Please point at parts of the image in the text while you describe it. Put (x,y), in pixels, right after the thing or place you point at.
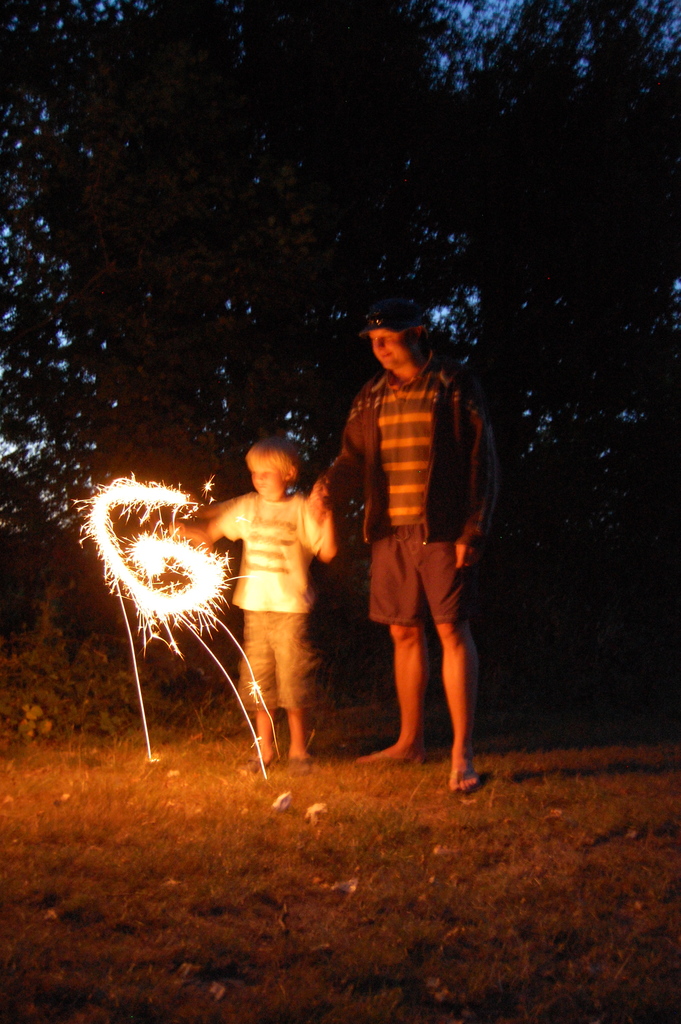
This picture might be taken from outside of the city. In this image, we can see a man (445,450) and a boy (277,476). The boy (269,478) is holding a firecracker (198,576) in his hand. In the background (331,147), we can see some tree (595,187). On the top (474,18), we can see a sky (469,0), at the bottom (345,899) there is a grass (457,871).
